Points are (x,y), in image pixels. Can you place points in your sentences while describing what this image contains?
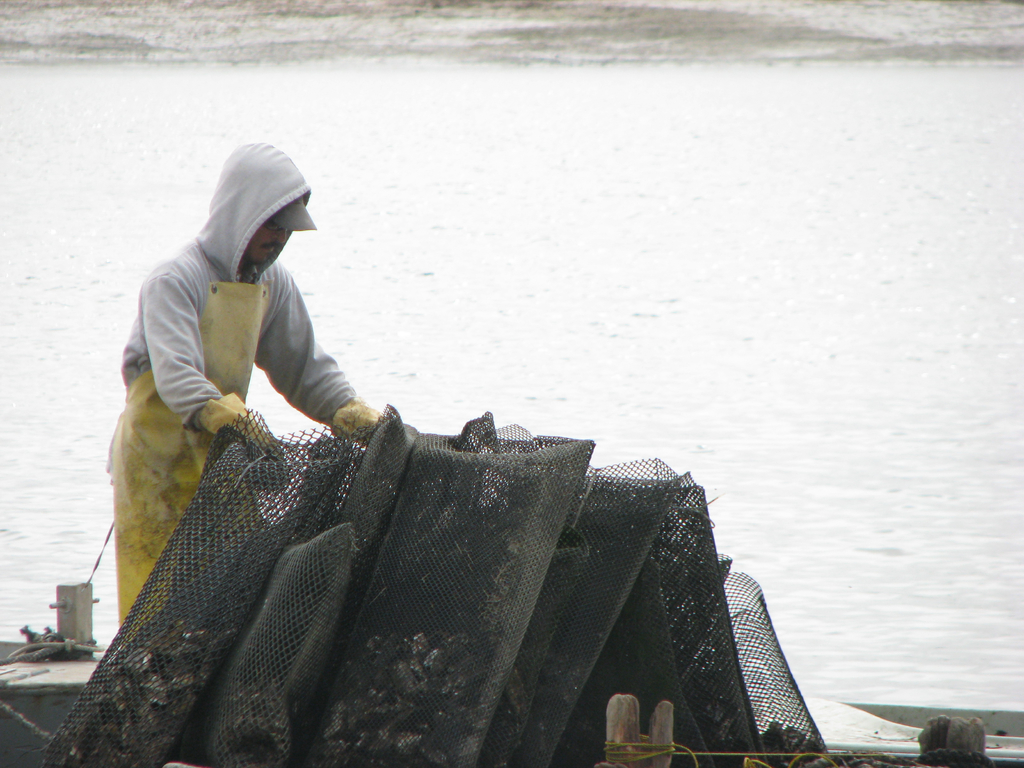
Bottom left side of the image (242,543) a man (260,155) is standing and holding fencing (282,438). Behind him there is water (310,425).
